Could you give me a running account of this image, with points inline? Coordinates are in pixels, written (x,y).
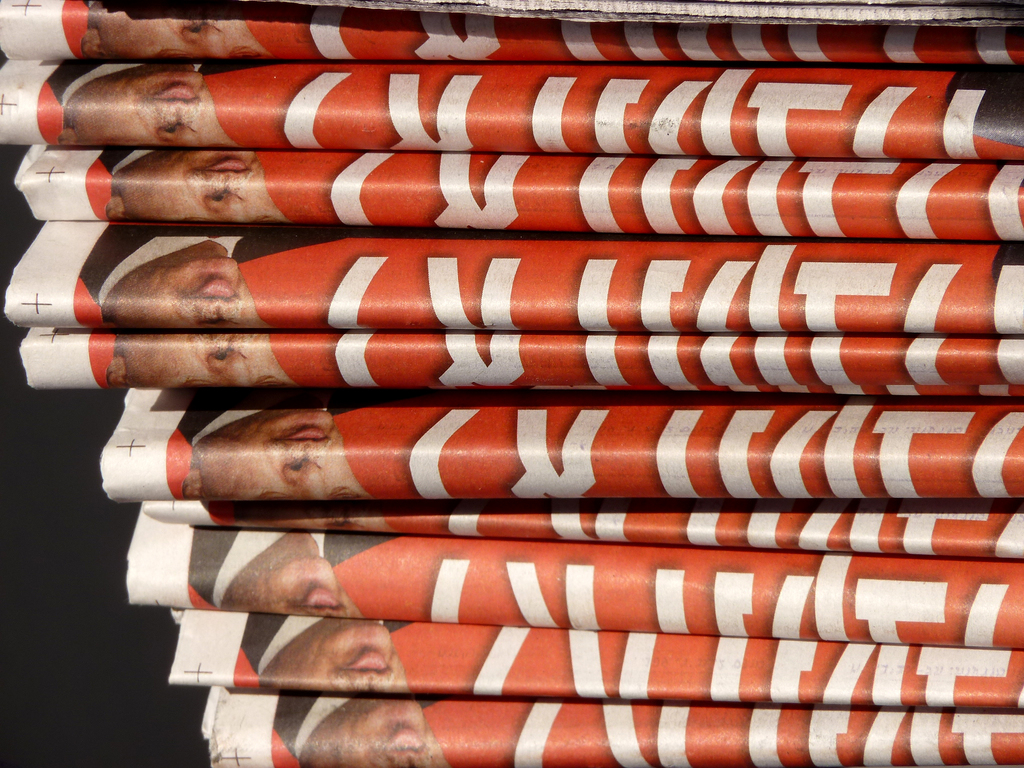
In this image, we can see the papers (710,395). On these papers (346,343), we can see some letters (681,488) as well as faces (316,484) of people (180,201). On the left side (103,576) bottom, we can see dark view.
